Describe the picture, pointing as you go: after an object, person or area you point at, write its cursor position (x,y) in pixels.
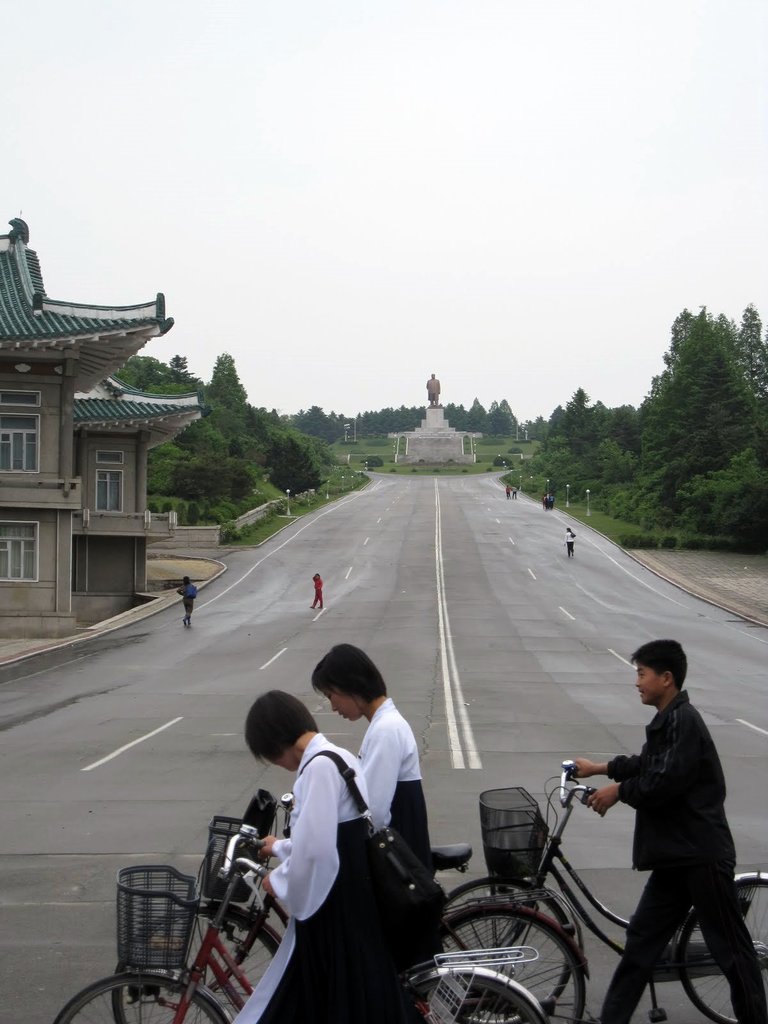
In this image I can see a road (631,639), on the road (631,627) I can see few persons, in the foreground (643,876) there are three persons (675,801) holding bi-cycles (128,906) walking on the road (37,884), there is a sculpture (431,389) in the middle (430,416) there are two houses (74,414) and trees (239,403) visible on the left side (236,451) and some trees (766,453) visible on right side (612,444), at the top (670,334) there is the sky (632,353) visible.
